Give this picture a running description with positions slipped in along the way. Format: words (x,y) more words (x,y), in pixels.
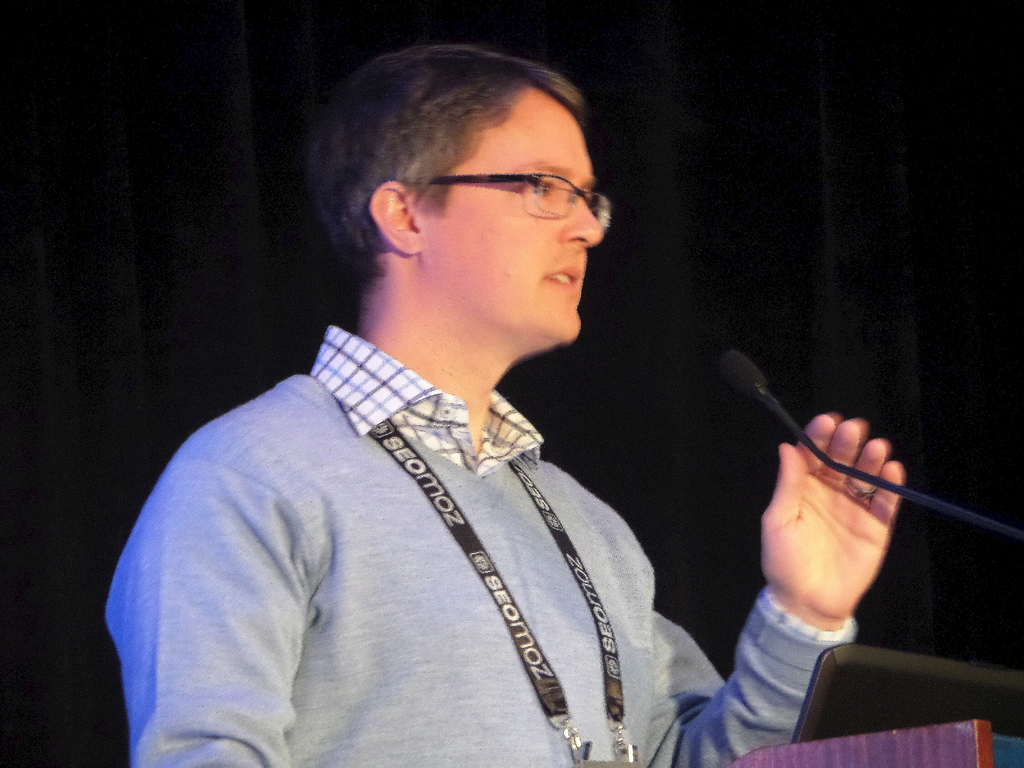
In the picture I can see the person (449,573) with id card (520,658) and the glasses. The person (799,449) is standing near the microphone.
